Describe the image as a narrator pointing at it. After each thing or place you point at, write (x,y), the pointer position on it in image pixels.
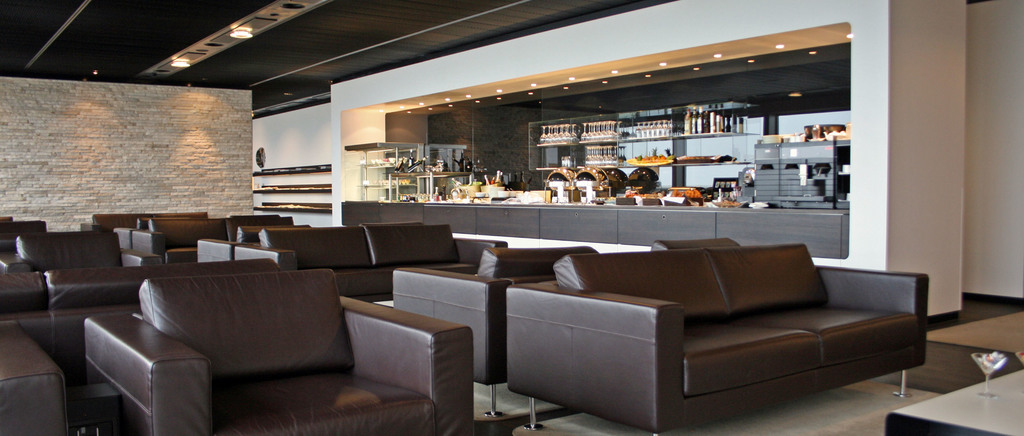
In this image I see couches (825,283) and 2 glasses (974,358) on the table (1001,390). In the background (984,23) I see wall (946,240) and many things (744,187) in the racks (357,150) and on the counter top (783,208) and I see the lights (158,72) on the ceiling (307,31).
